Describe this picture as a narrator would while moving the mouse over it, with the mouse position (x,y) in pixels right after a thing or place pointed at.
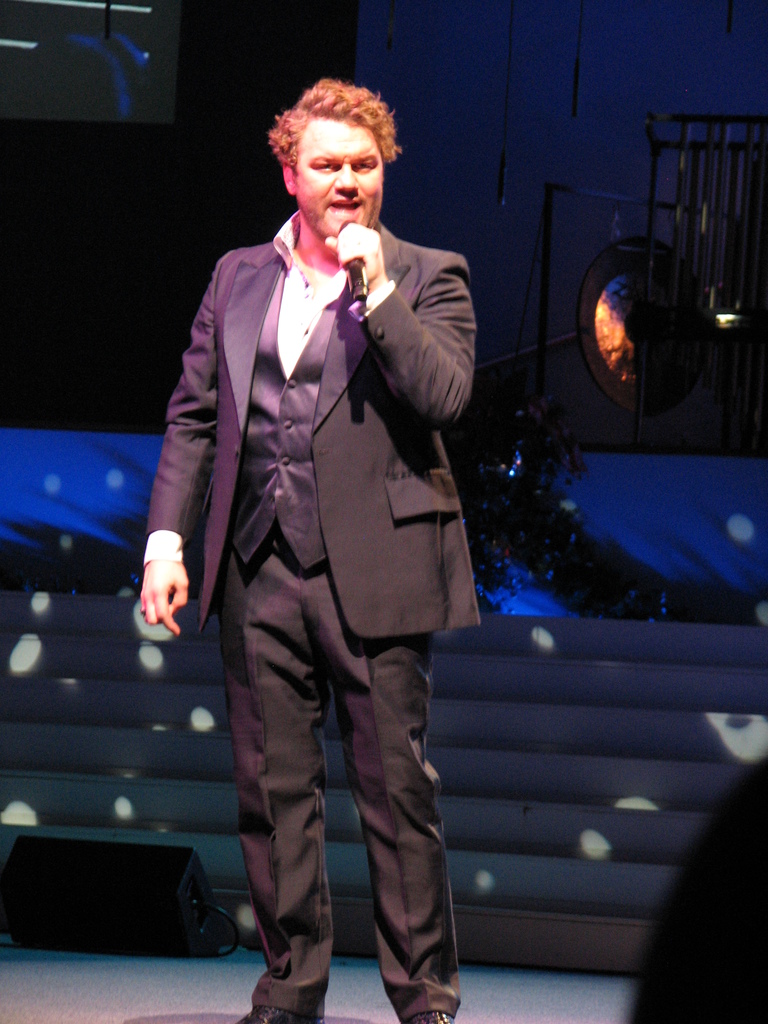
In this picture we can see a man (345,566) standing and holding a microphone (361,298), this man (357,479) is wearing a suit (208,415) and he is speaking something, it looks like a cymbal (653,366) in the background (662,276).
